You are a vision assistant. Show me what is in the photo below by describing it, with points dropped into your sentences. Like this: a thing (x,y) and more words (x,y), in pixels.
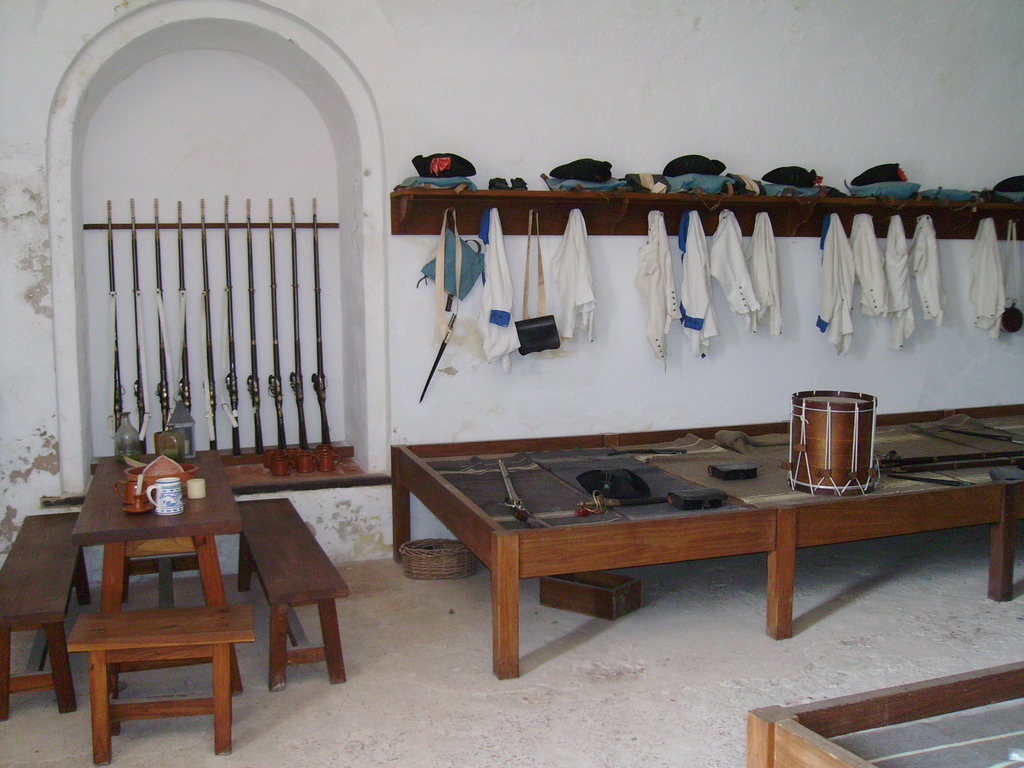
In the foreground of this image (194,647), on the left (145,635) there are benches (161,651) and jar (179,500), cups (166,490) on the table (215,522). On the right bottom corner (888,748), there is a wooden object (831,748). In the middle (527,511), there is a table (883,418) on which drum (822,432), gun (979,457) and few objects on it. In the background (434,184), there are guns (256,324), clothes (993,283) hanging and few clothes (706,157) on the mounted desk (490,191) and a wall (384,59).
